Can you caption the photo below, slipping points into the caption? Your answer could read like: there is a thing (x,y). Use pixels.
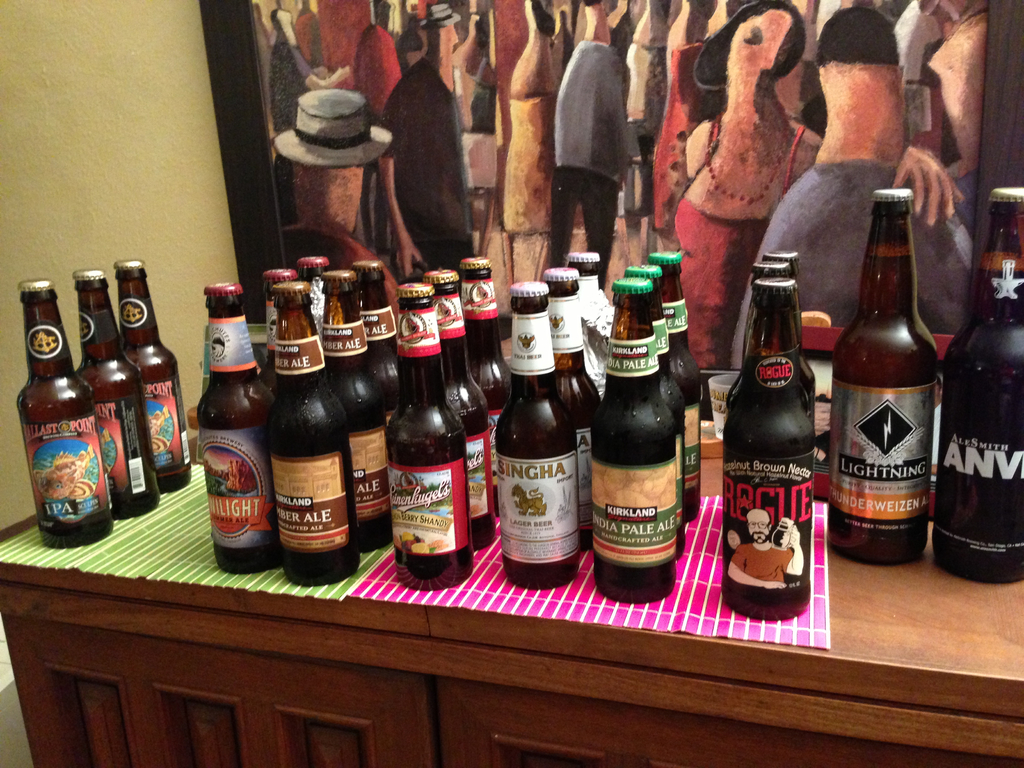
There are some beer bottles (397,463) placed in rows on a table (215,627). There is a painting (590,206) behind the bottles (578,257).
